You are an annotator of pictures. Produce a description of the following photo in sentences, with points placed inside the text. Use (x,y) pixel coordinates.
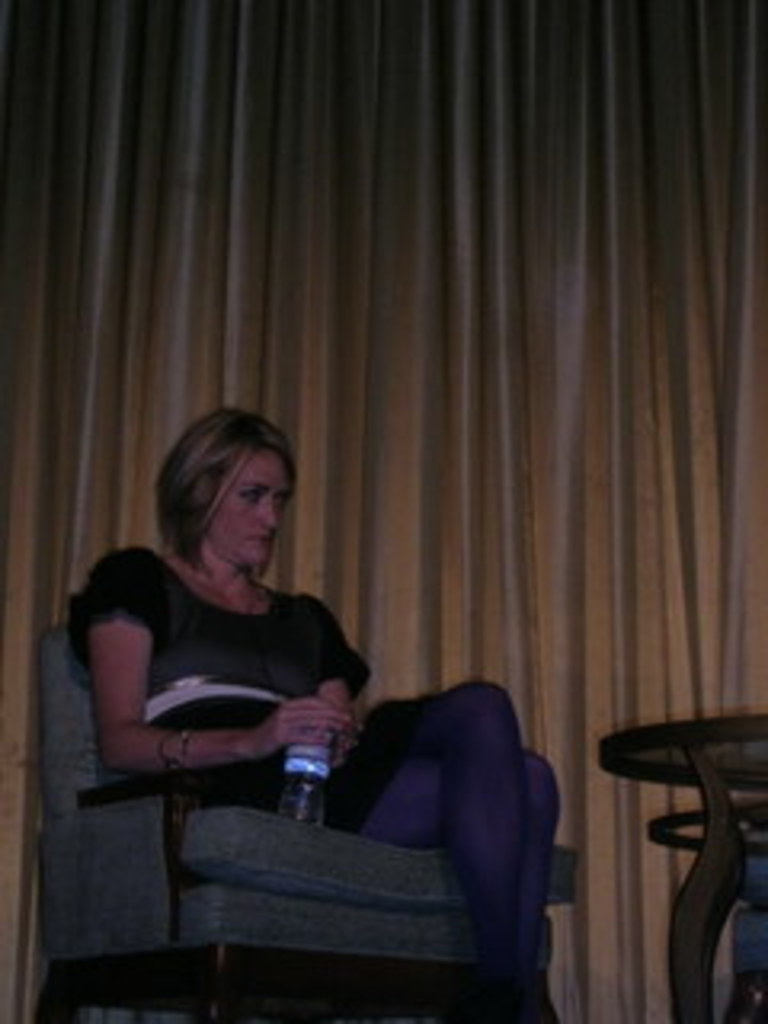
In the image we can see there is a woman (433,721) who is sitting on chair (573,897) and holding water bottle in her hand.
